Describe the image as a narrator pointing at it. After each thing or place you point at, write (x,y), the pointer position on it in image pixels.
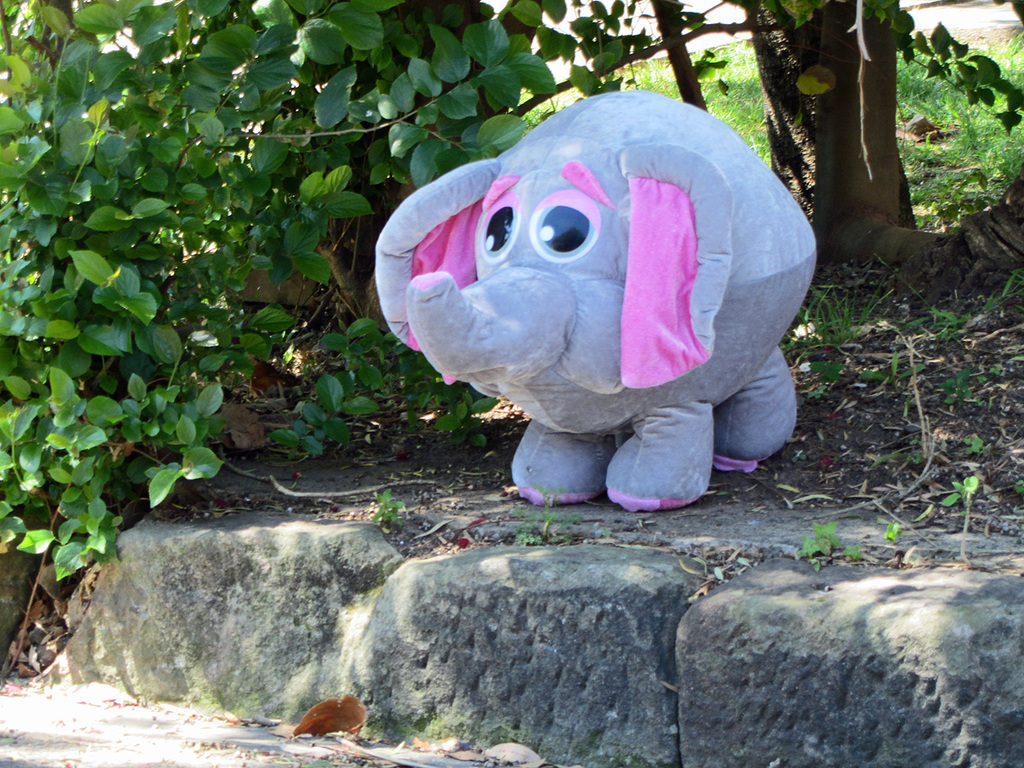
In this picture I can see a doll (676,305) in the middle (672,322), there are trees (514,76) in the background (461,124). At the bottom (384,640) I can see the stones (644,693).
